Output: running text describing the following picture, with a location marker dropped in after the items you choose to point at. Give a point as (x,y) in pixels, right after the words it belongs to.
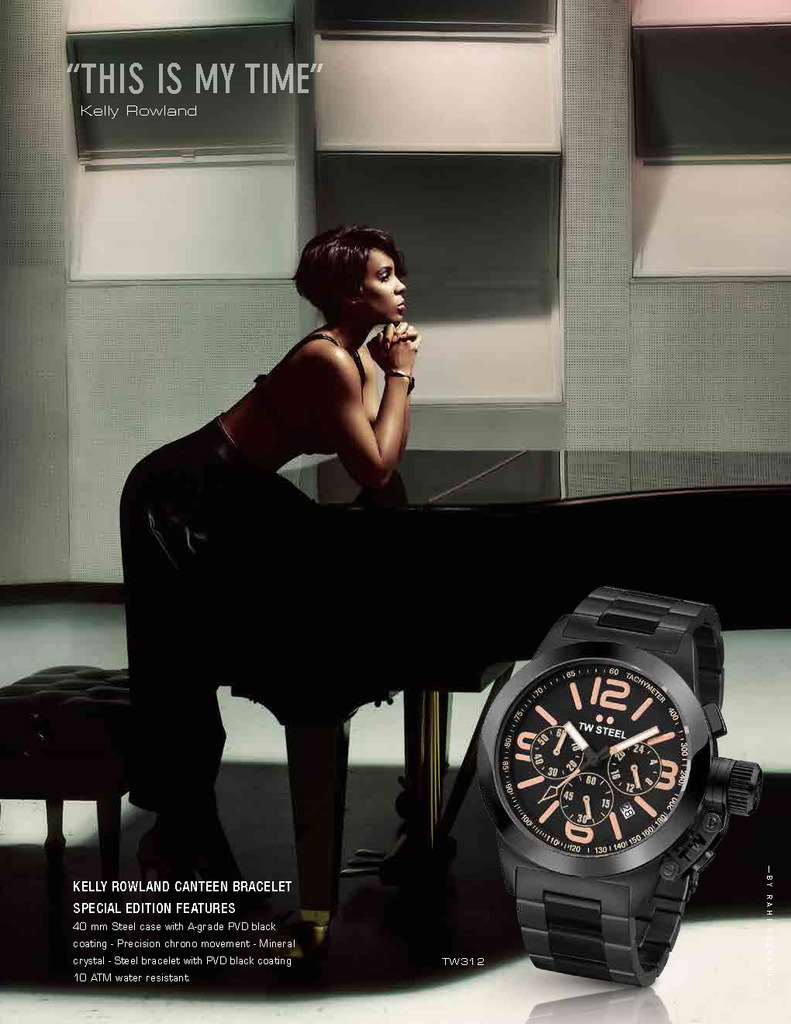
This is a poster. In this picture there is a woman (159,633) standing. There is a musical instrument (429,686) and there is a stool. At the back (462,320) there is a wall (459,314). At the top left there is a text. At the bottom (509,720) there is a picture (560,798) of a watch (544,940). At the bottom left (209,946) there is a text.
